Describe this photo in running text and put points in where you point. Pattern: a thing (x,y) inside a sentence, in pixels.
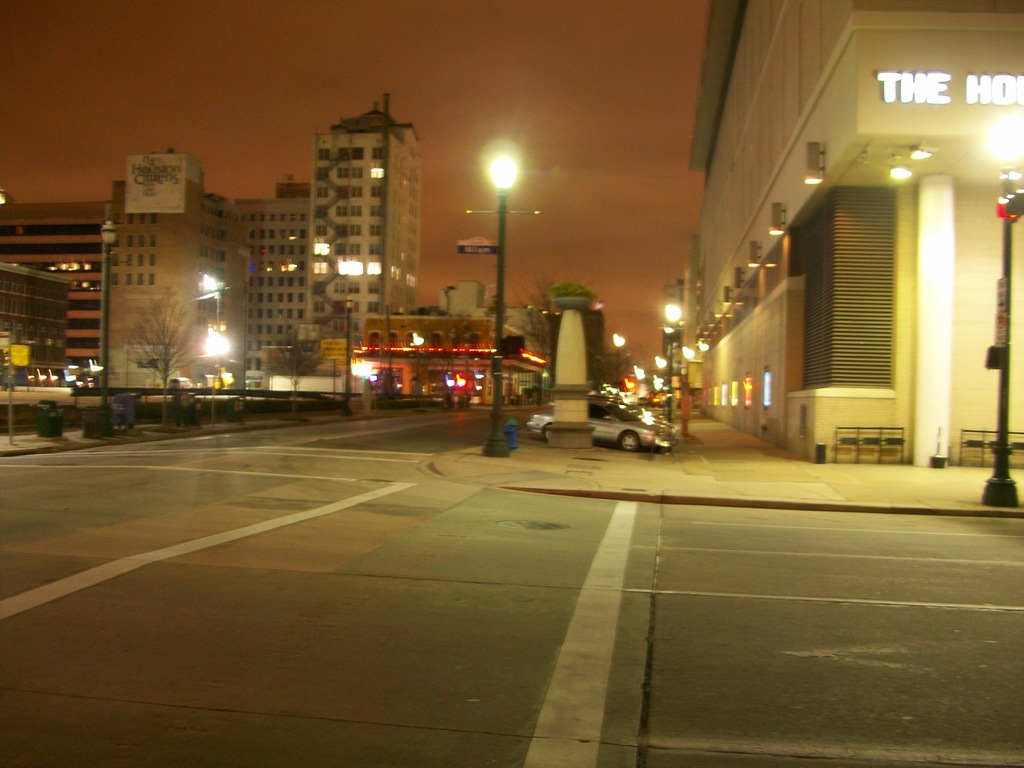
As we can see in the image there are buildings (49,207), street lamps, cars (650,435), tree (164,381) and sky (513,34). The image is little dark.
